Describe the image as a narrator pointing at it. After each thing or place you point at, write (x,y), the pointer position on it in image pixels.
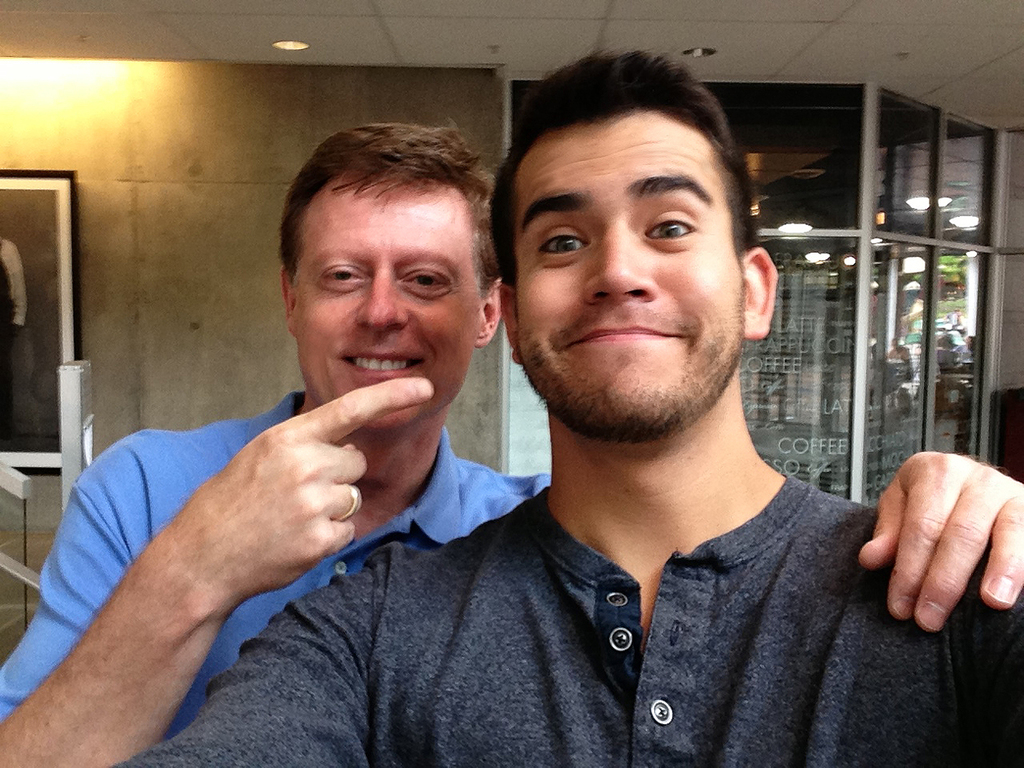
In this image we can see men (455,465) standing and smiling. In the background (71,283) there are wall hanging (71,246) attached to the wall (142,195), electric lights (815,258) and store (888,346).
